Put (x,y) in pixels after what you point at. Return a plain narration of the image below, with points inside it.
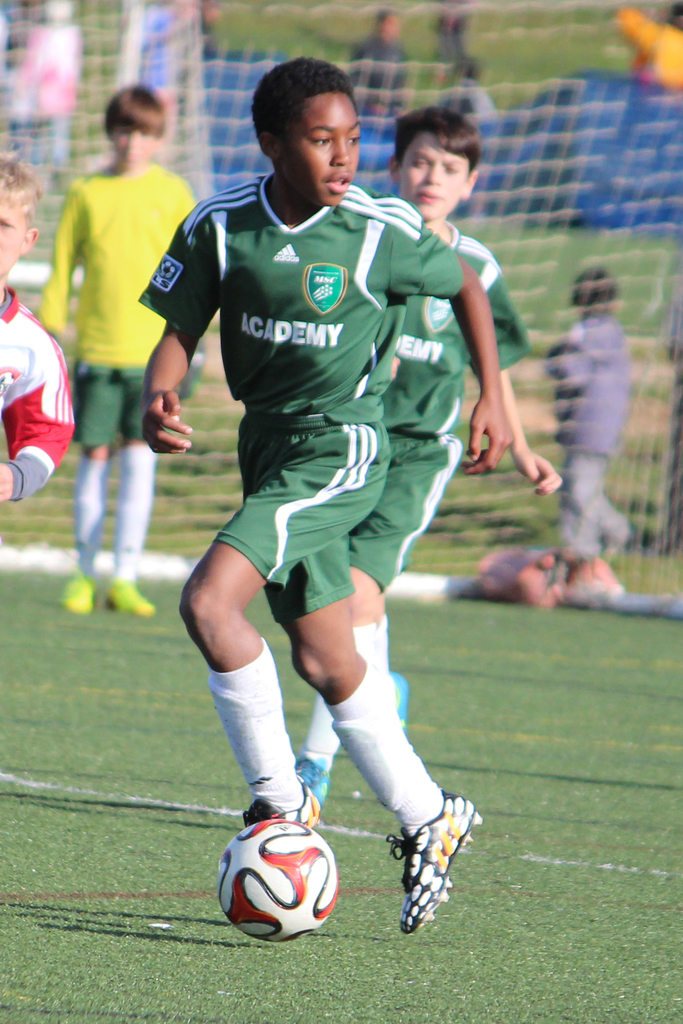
In this image there are two persons (349,395) playing a football (289,855) in the stadium (338,825). At the back side (145,125) there are few persons (76,61) standing and there is a net (603,56). There is a ball (333,898).
